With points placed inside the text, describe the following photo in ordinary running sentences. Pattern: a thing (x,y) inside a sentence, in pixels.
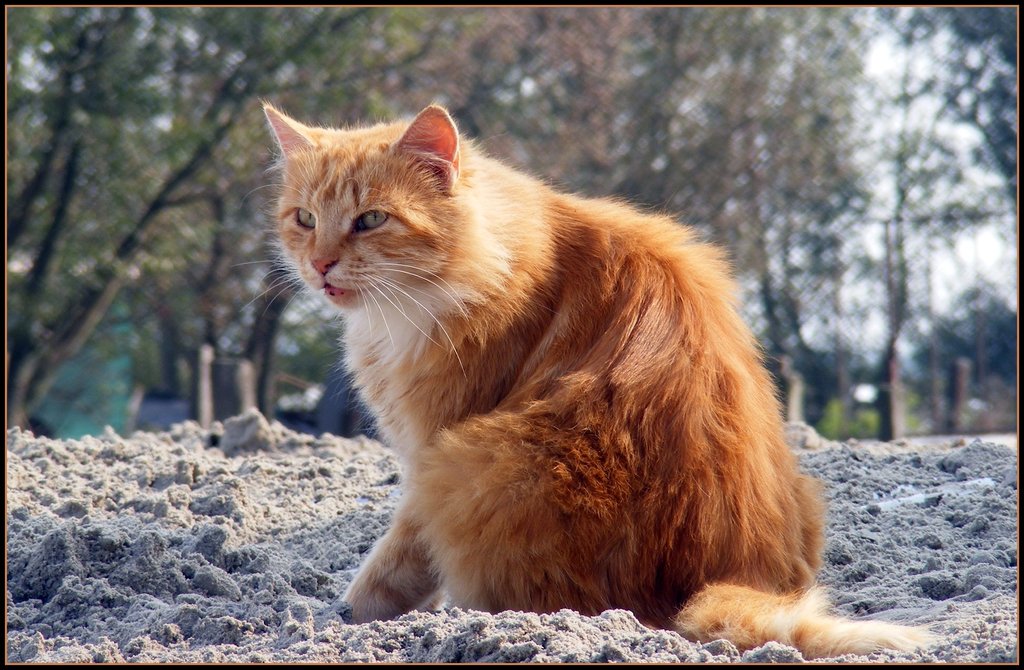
In this image I see a cat (530,196) over here which is of orange and white in color and I see the sand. In the background (48,46) I see number of trees (48,46).
